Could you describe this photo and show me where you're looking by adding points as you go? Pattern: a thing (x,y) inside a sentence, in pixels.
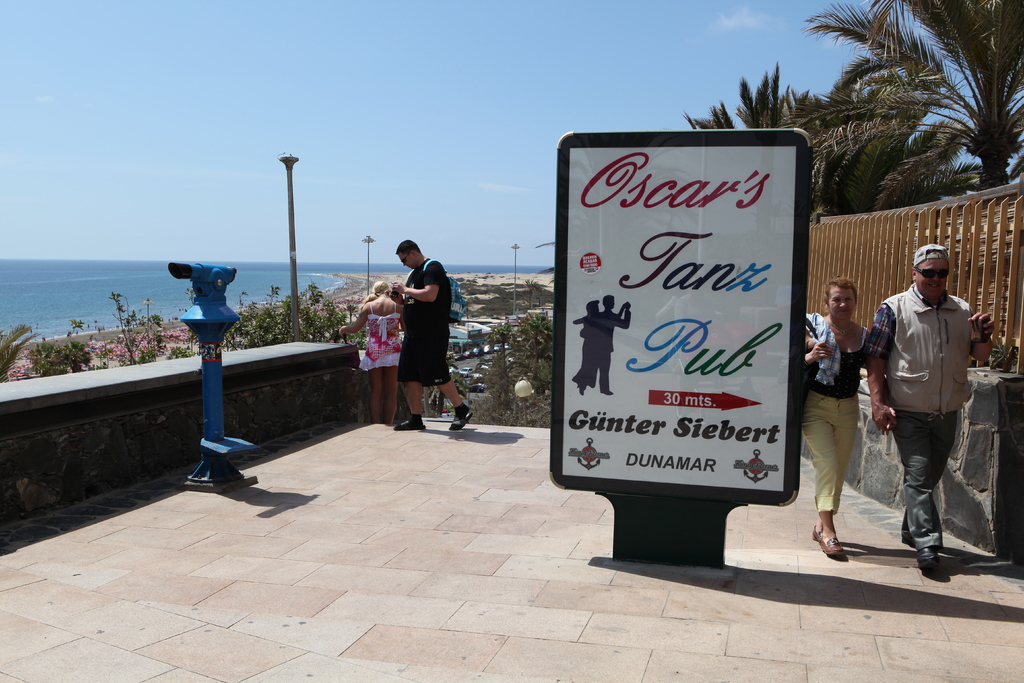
On the right corner of the picture (905,415), we see the man (895,354) and woman (837,354) are walking. Beside them, we see a white board (720,323) with some text (731,367) written on it. Beside that, we see a wooden railing (843,253). In the middle of the picture (414,251), we see the man (411,334) and the girl (399,352) are standing. There are many trees (985,108) and street lights (516,277) in the background (514,270). On the left corner of the picture (204,351), we see a blue color telescope (213,462) and at the top of the picture (306,123), we see the sky (353,98).
